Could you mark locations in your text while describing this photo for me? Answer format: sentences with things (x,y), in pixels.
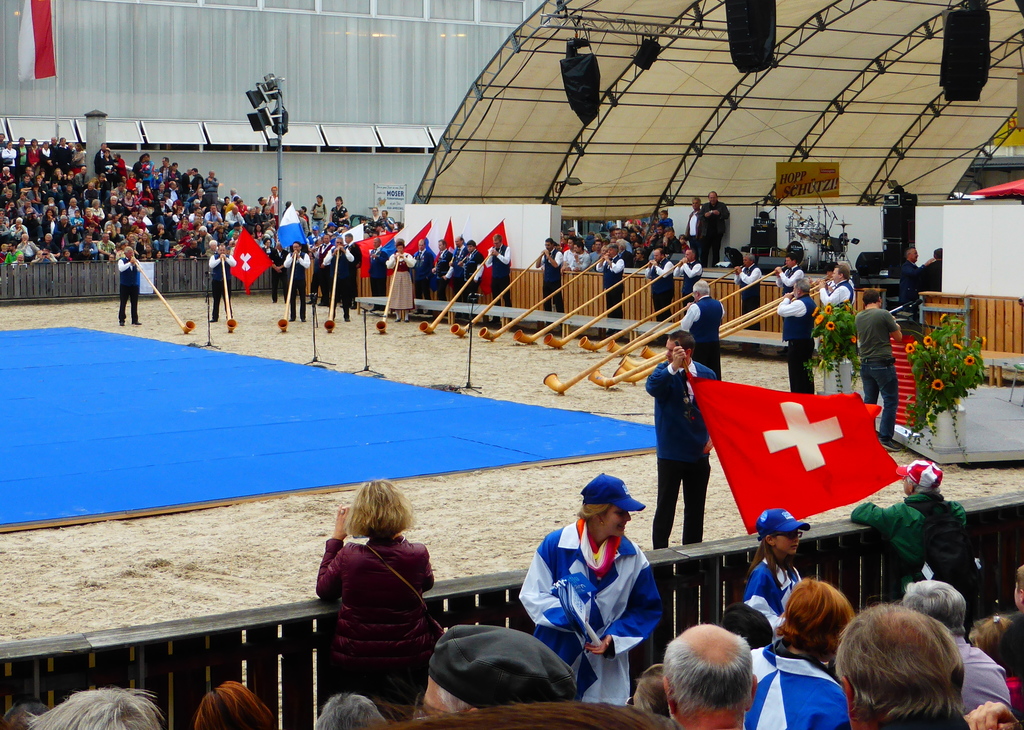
In the foreground of this image (671,659), at the bottom (909,646), there are few people (453,655). In the middle (680,373), there are two men (700,368) holding red color flags (829,454), few (802,349) are playing musical instruments (719,335) and we can also see a blue color carpet (55,407), mic stands (367,356), flowers (931,339) to the plants (837,336), few (611,238) under the shed (579,137), flags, railing (492,594), lights (270,101), crowd (123,227) sitting and the glass wall (345,53) of a building (358,46).
